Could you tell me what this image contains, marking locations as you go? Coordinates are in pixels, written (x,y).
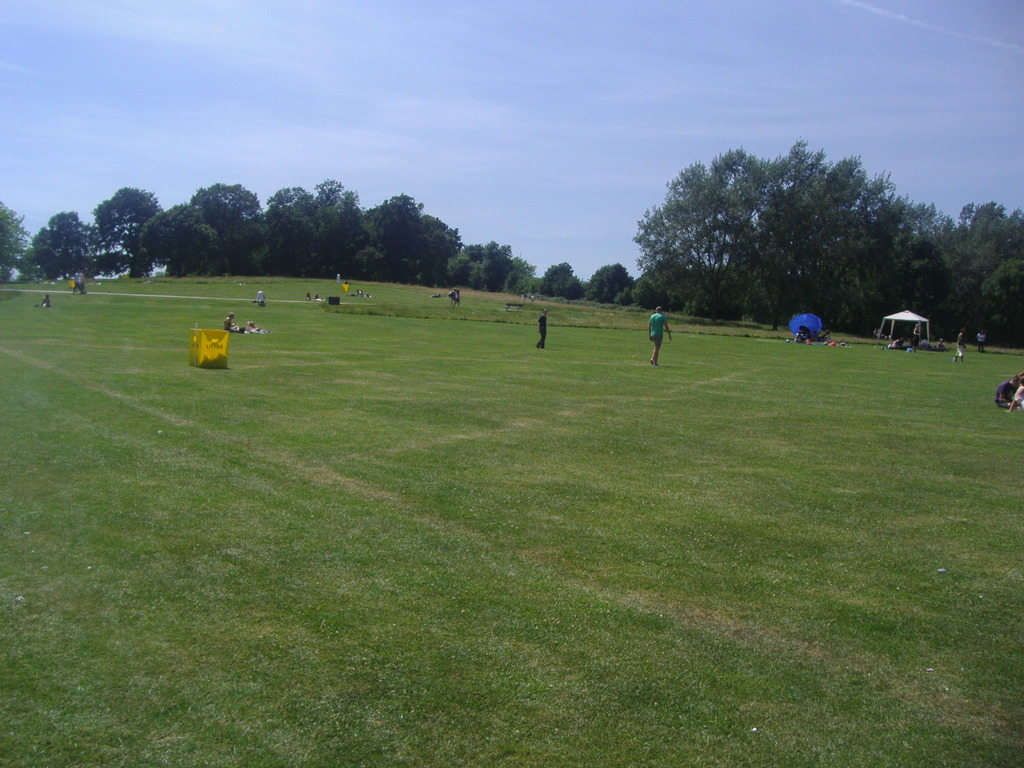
In this image, we can see people (658,333) wearing clothes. There are some trees (466,255) in the middle of the image (497,259). At the top of the image (568,87), we can see the sky (643,54).
